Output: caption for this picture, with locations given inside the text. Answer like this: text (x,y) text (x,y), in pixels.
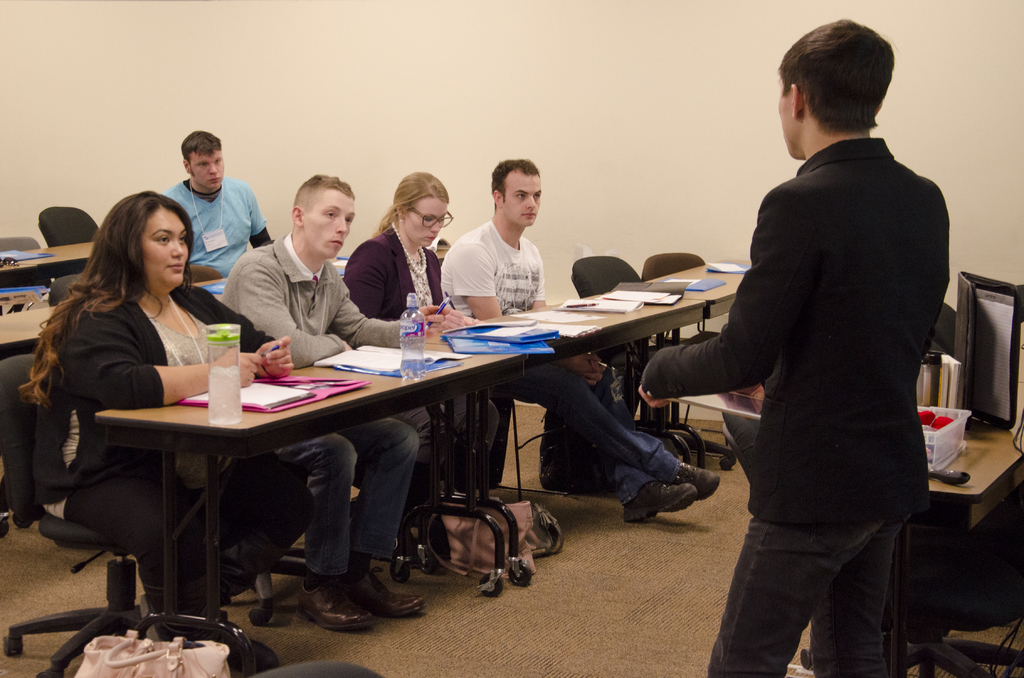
This image is taken indoors. In the background (530,75) there is a wall (632,99). At the bottom of the image (529,640) there is a mat (478,636) on the floor (622,611). In the middle of the image (512,304) three men (319,241) and two women (401,231) are sitting on the chairs (128,626) and there are a few benches (271,424) with many things (412,341) on them. There is a handbag (165,641) on the floor (434,669). On the right side of the image (936,352) there is a table (968,439) with a few things (954,411) on it and a man (866,247) is standing on the floor (487,621).
